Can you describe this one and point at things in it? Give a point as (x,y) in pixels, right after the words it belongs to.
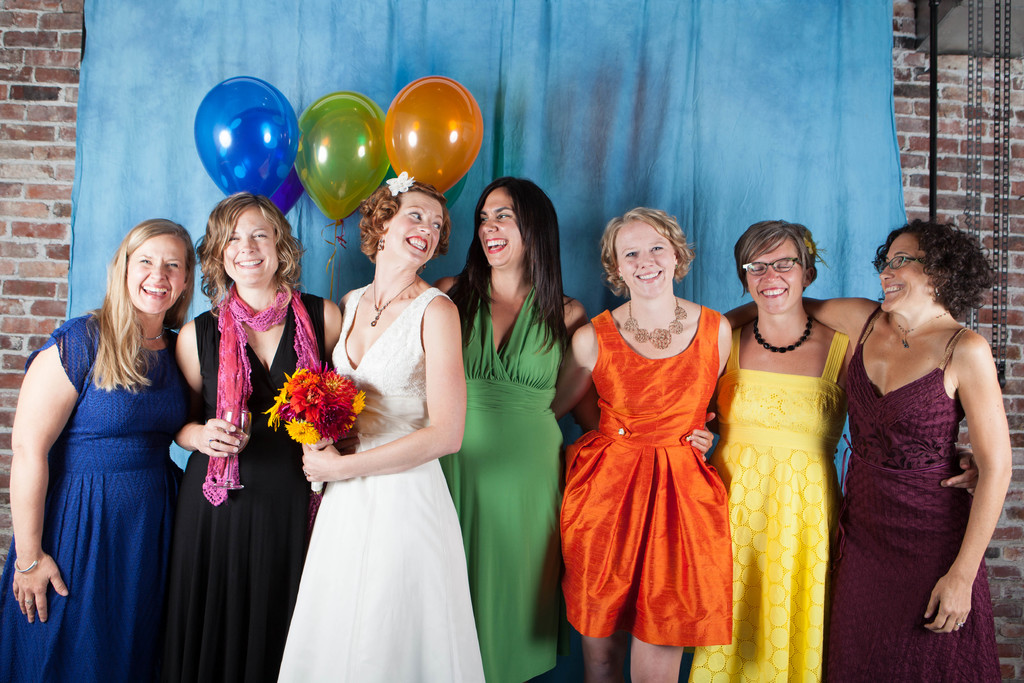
In this image I can see the group of people (488,402) with different color dresses (491,342) and two people (803,304) with the specs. I can see one person (338,488) holding the flower bouquet (300,401) and the flowers (287,393) are in yellow, red and pink color. In the background (299,105) I can see the balloons (319,133) and the blue color cloth (451,43). I can also see the chain (993,67) and brown color brick wall (35,234).
